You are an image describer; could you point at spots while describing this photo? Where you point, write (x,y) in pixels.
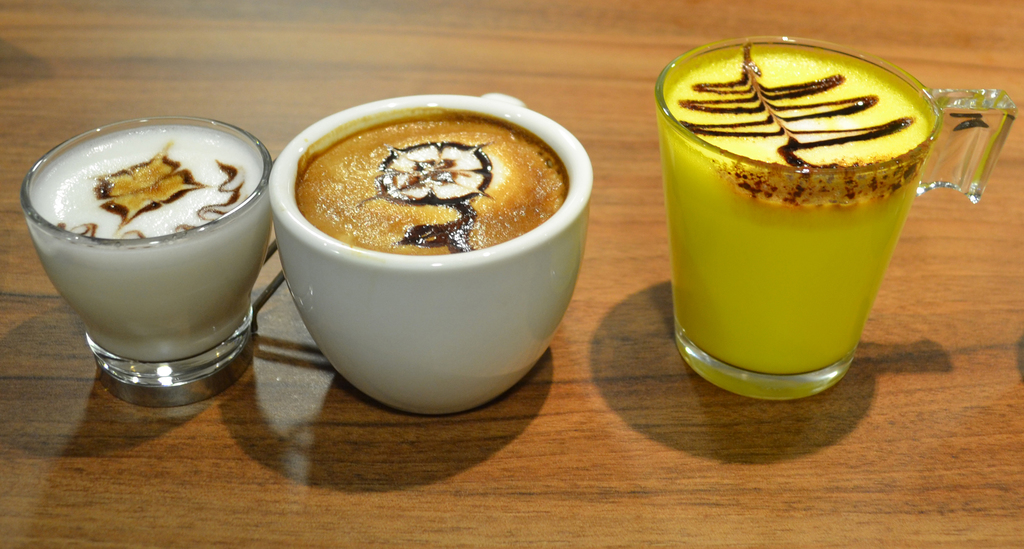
In this image I see the brown surface (167,4) on which I see 2 glasses (153,233) and a white color cup (282,173) in which there is liquid (425,178).
